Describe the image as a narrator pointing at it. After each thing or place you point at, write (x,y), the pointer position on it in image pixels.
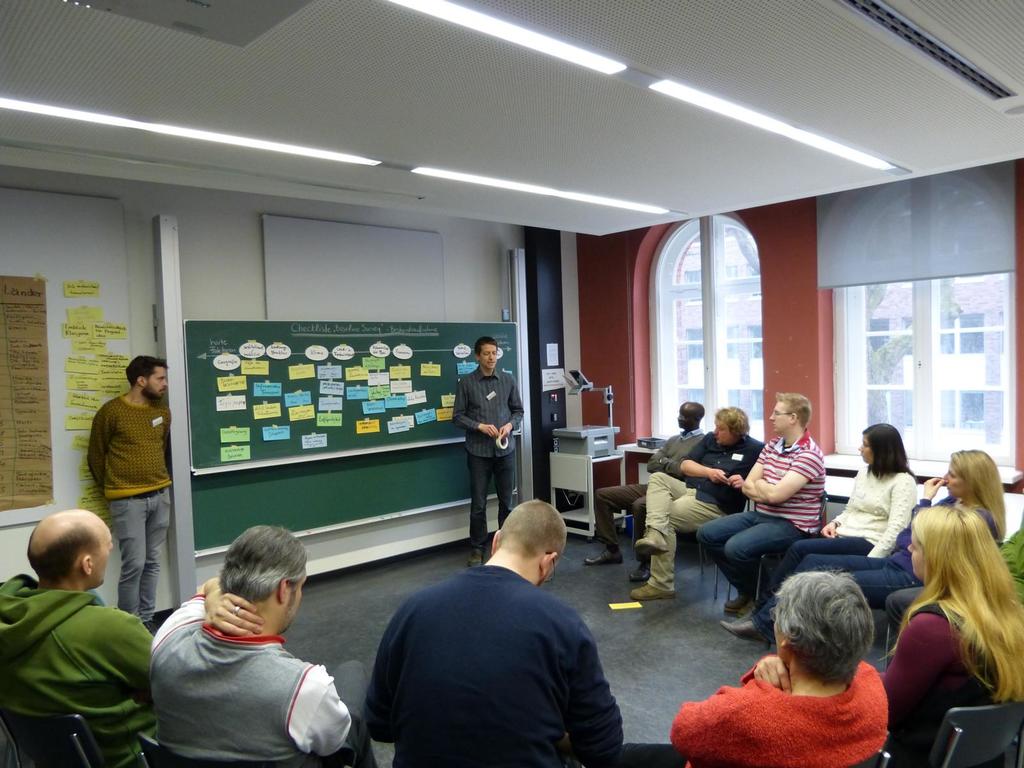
In the center of the image (490,426) we can see two people (145,433) standing and some of them are sitting. There are boards (310,298) and we can see sticky notes (104,357) placed on the boards (287,464). On the right (684,303) there are windows (729,388). In the background (595,263) there is a wall (451,267) and we can see a stand (587,474). At the top (589,58) there are lights (439,9).
